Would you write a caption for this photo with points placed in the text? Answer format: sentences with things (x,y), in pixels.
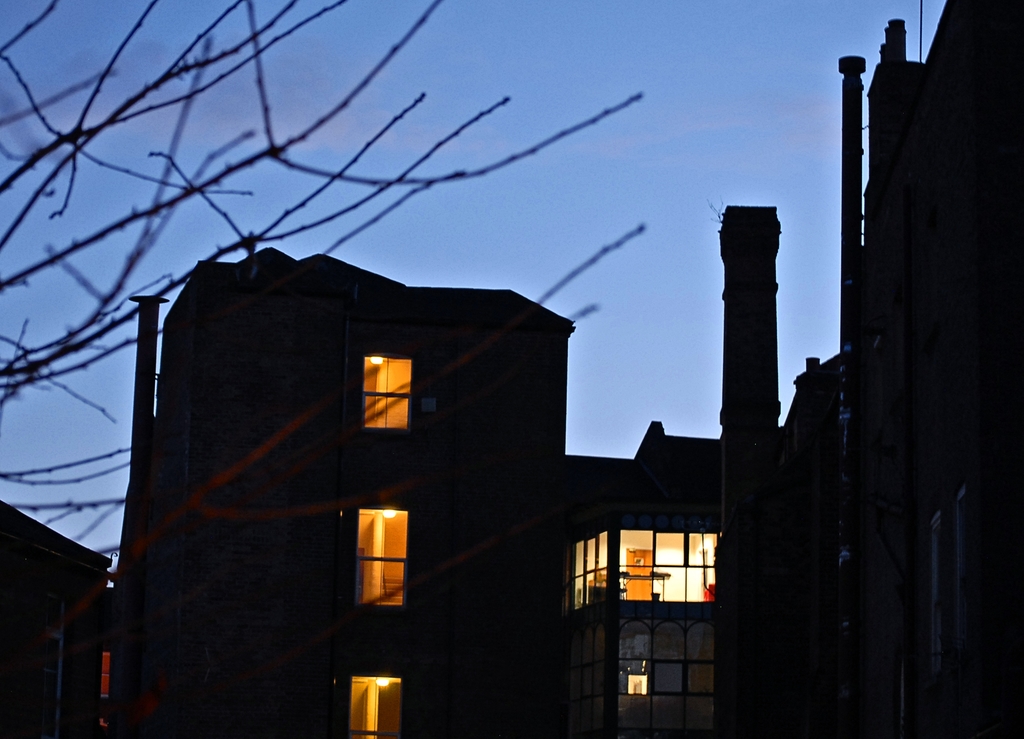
In this picture we can see buildings (456,495) and window (378,372). At the bottom (667,539) we can see glasses (662,584), through that we can see the door (640,580), table (670,574) and lights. On the left (69,142) there is a tree (69,142). At the top (534,116) there is a sky (586,0).
